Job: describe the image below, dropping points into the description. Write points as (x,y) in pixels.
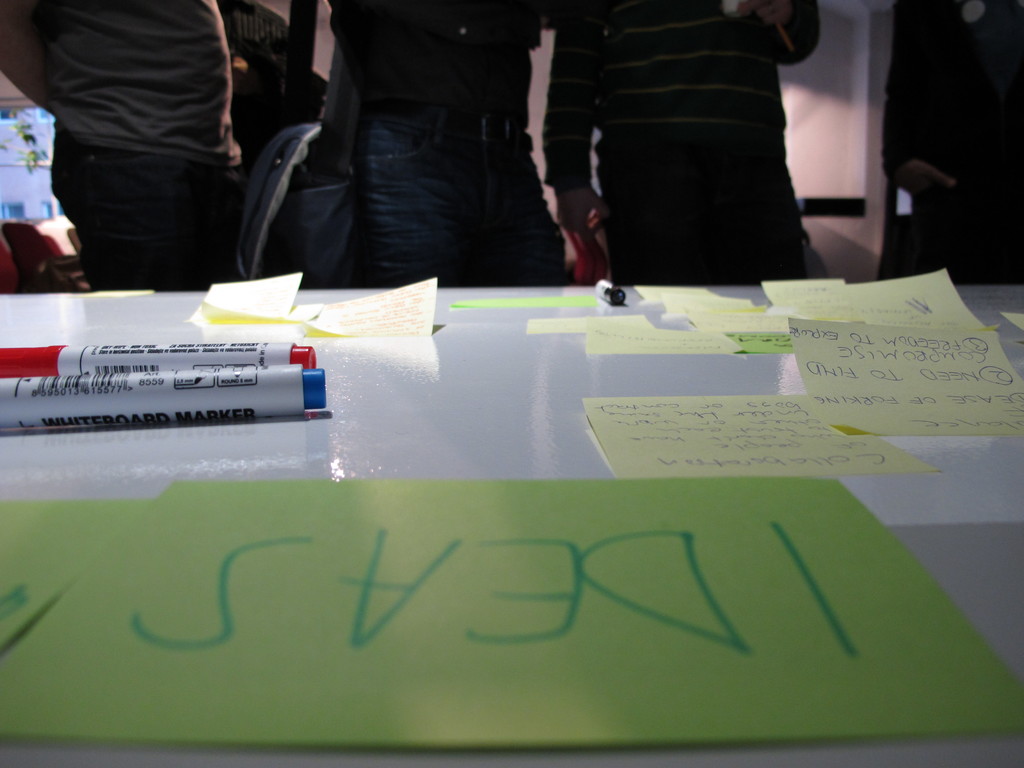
In this picture we can see a white table (129,331) on which there are markers (292,392) and sticky notes (753,505) with some text (364,592) written on them. In the background (728,60), we can see people (617,37) standing near the chairs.
